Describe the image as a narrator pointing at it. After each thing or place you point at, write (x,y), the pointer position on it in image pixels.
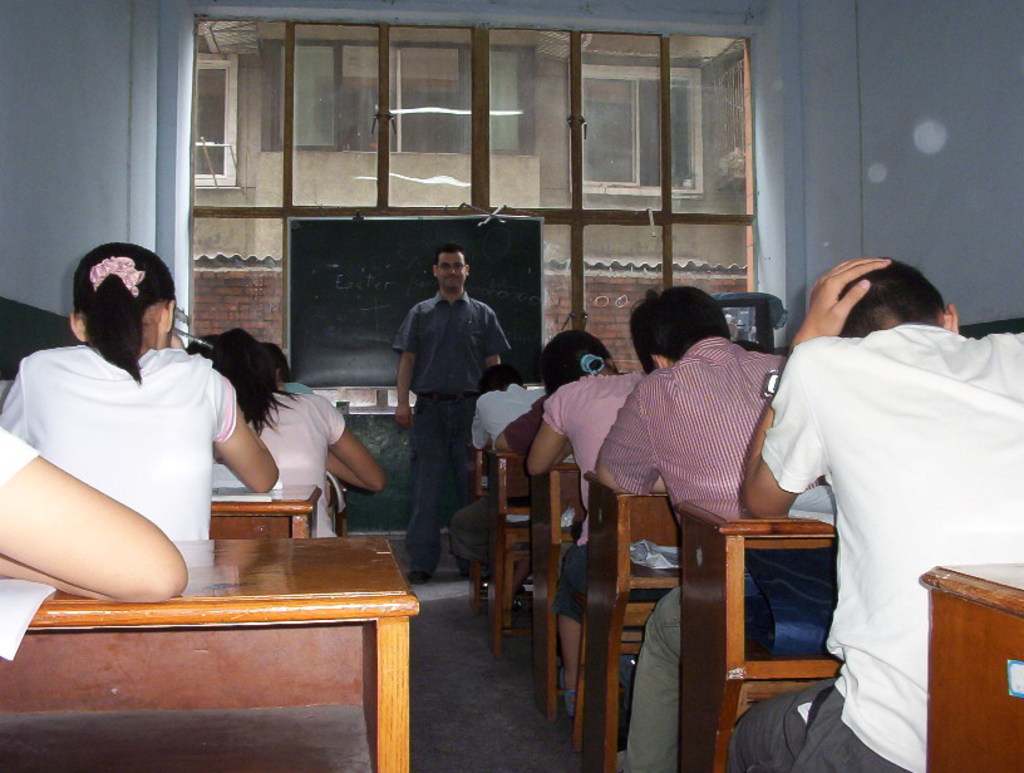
In this picture there are group of people (626,440) who are sitting on the chair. There is a table (343,553). There is a blackboard (443,239). And a man (424,337) is standing. At the background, there is a building (370,151).
